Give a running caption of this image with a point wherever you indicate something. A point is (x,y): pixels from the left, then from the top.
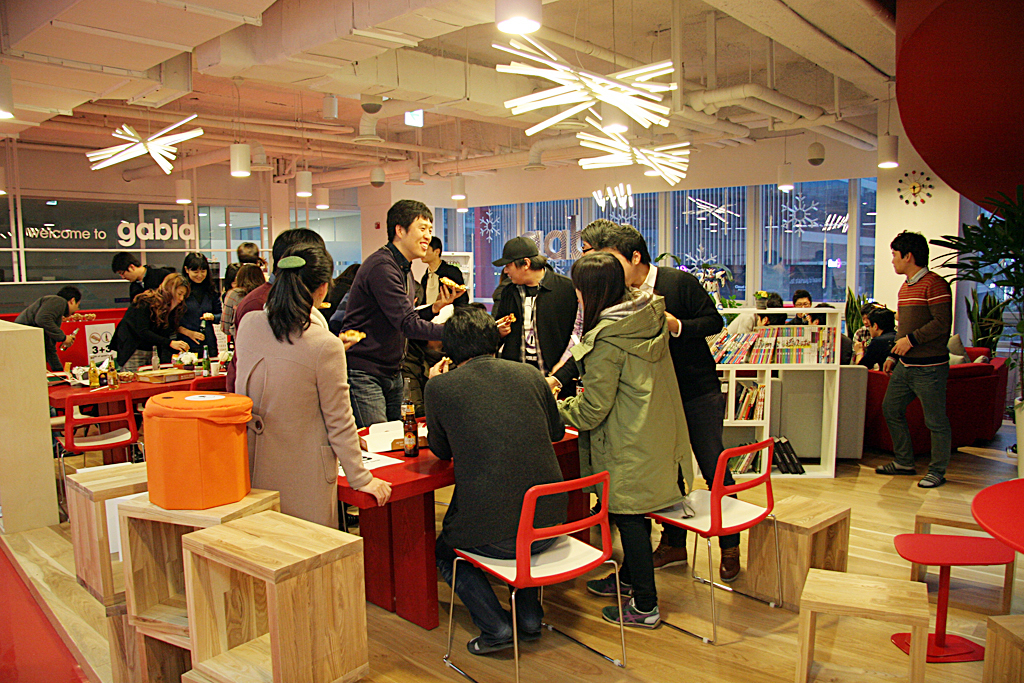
This picture is clicked inside a room (733,638). There are many tables (413,485) and chairs (541,538) in the room (713,545). On the table (405,458) there are bottles (415,439), boxes (379,443) and papers (377,456). There are many people (253,381) standing at the tables (419,451). Behind them there is a book rack (768,391) and many books (763,354) are placed in it. Behind the rack (766,379) there's a couch (974,383) and people (864,363) are sitting on it. There are many lamps (588,107) hanging to the ceiling (251,168). In the background (196,170) there is wall (386,198), plant (972,312) and glass (716,227) with text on it.
